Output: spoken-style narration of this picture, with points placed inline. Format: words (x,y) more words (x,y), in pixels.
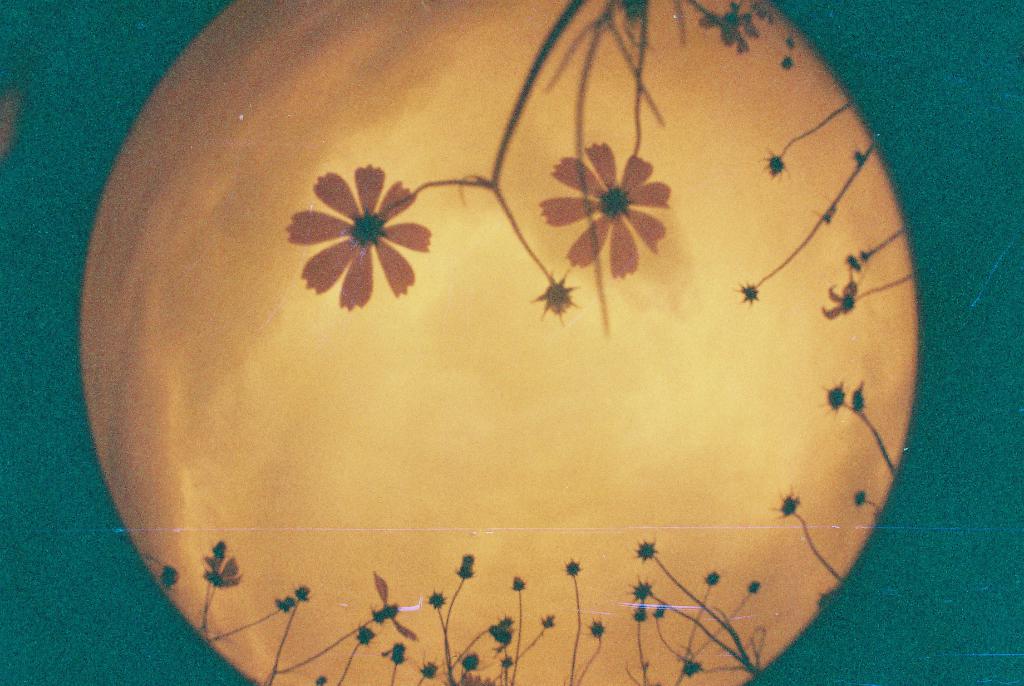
In this picture is some painting (644,260) with some flowers (588,195) and plants (605,22). In the background (982,643), we can see green color.
